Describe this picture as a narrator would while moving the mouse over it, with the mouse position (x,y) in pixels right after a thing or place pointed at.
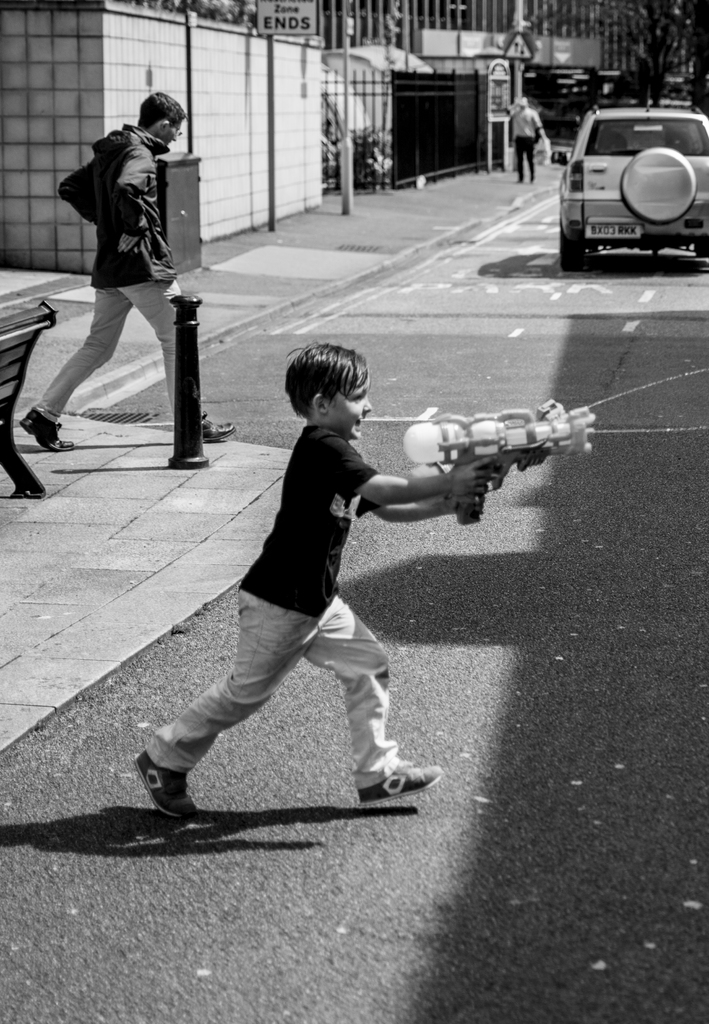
This picture shows a boy (419,513) playing with toy gun (566,433) and we see couple of people (531,110) walking on the sidewalk (518,188) and we see a vehicle (569,269) moving on the road (609,439) and we see couple of buildings (449,27) and a bench (42,316) on the sidewalk (8,300).
